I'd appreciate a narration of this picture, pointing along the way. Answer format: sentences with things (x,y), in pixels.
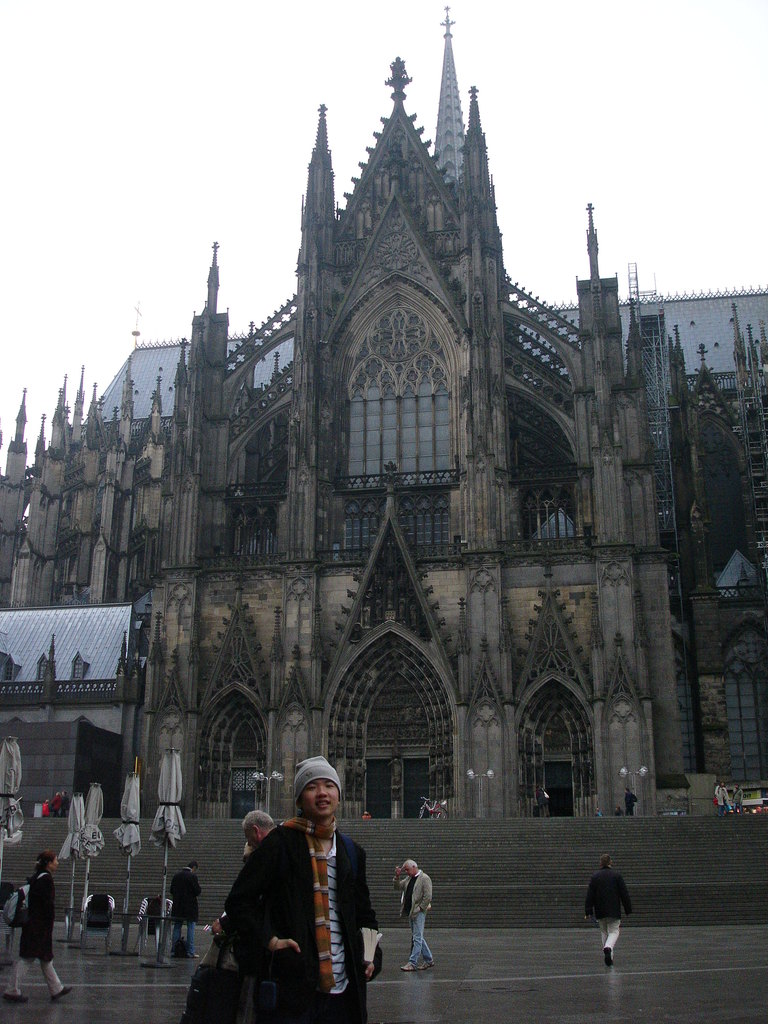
At the center of the image (422,583) there is a building (550,595), in front of the building (450,655) there are stairs (36,824) and few people (290,902) are walking, there are few objects (136,848) and lamps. In the background (120,219) there is the sky (123,153).
